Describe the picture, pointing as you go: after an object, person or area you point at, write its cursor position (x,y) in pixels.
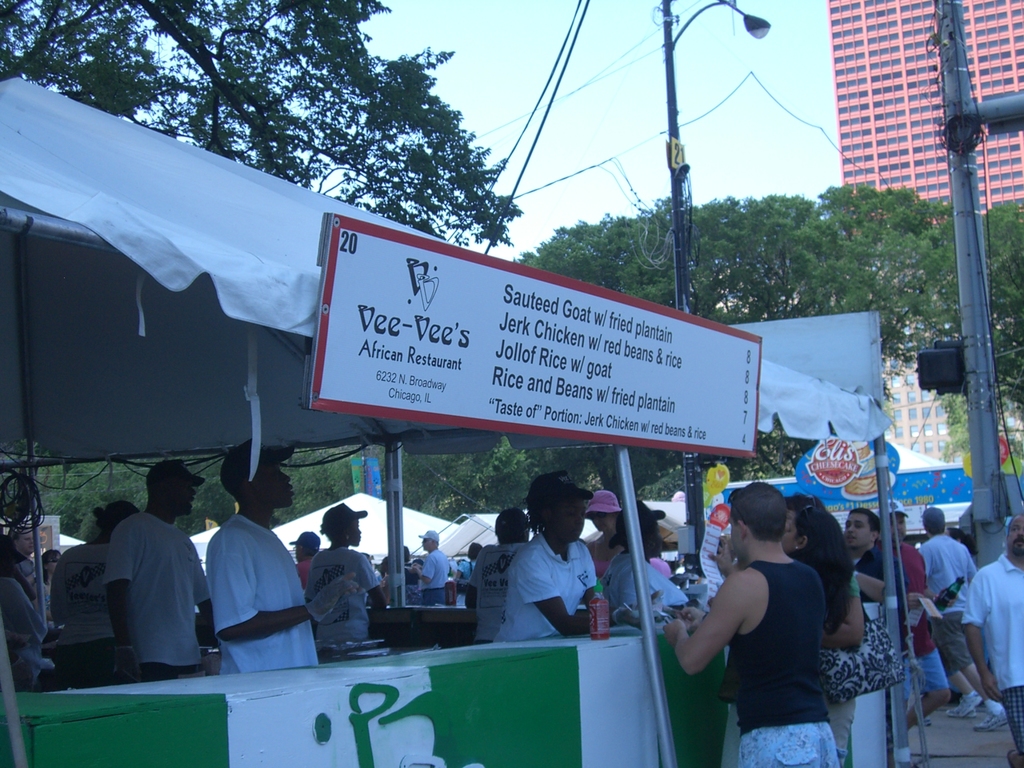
In this image I see number of people (543,567) and I see a board (721,364) over here on which there are words (448,364) written and I see few stalls (490,514). In the background (42,35) I see the trees (950,259), poles (977,107), wires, a building (877,179) over here and I see the sky (537,48).
